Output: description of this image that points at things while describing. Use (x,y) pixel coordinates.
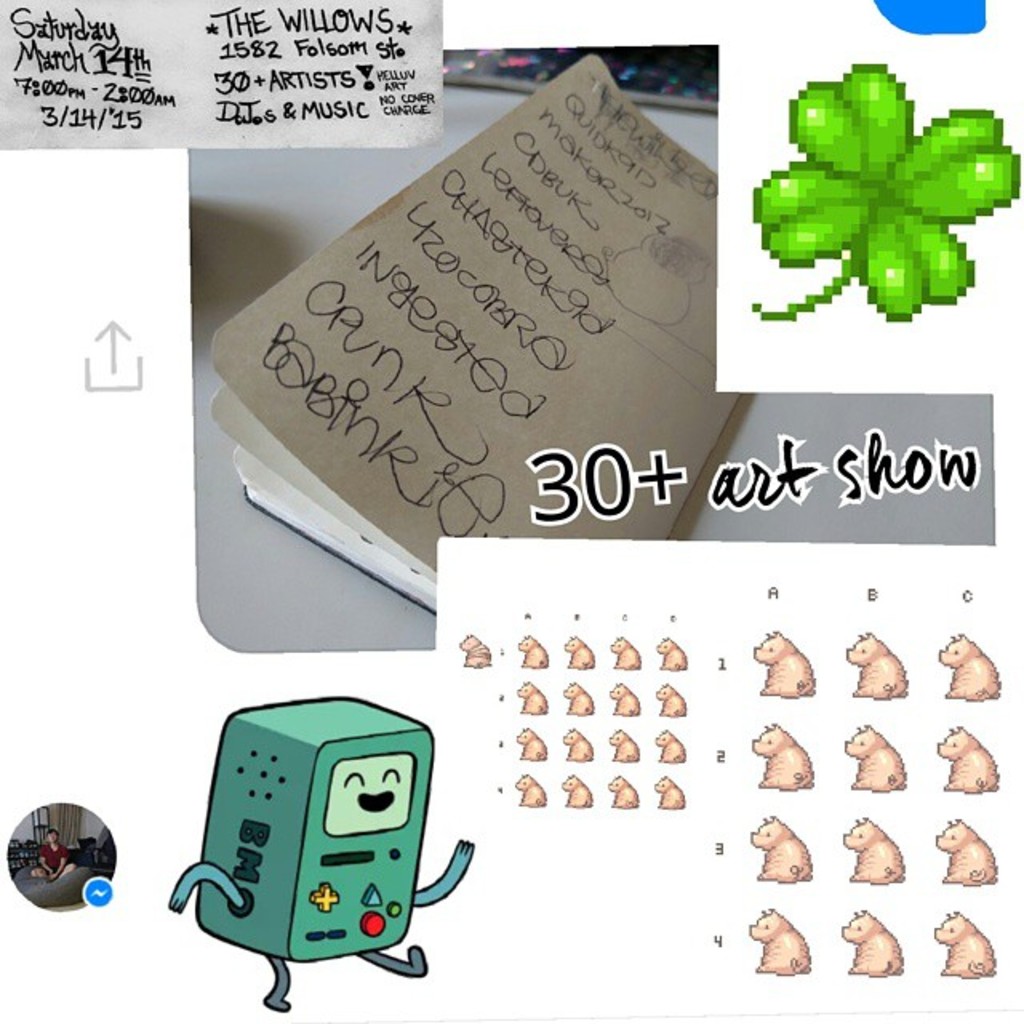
In this image there is a screenshot (564,866) of a facebook messenger. In the middle (381,353) there is a photo (460,360) of a book (415,388). At the bottom (775,832) there are emojis (797,675). On the right side (898,186) top there is a green leaf emoji (847,192). At the bottom (342,858) there is a cartoon game console (312,864).
